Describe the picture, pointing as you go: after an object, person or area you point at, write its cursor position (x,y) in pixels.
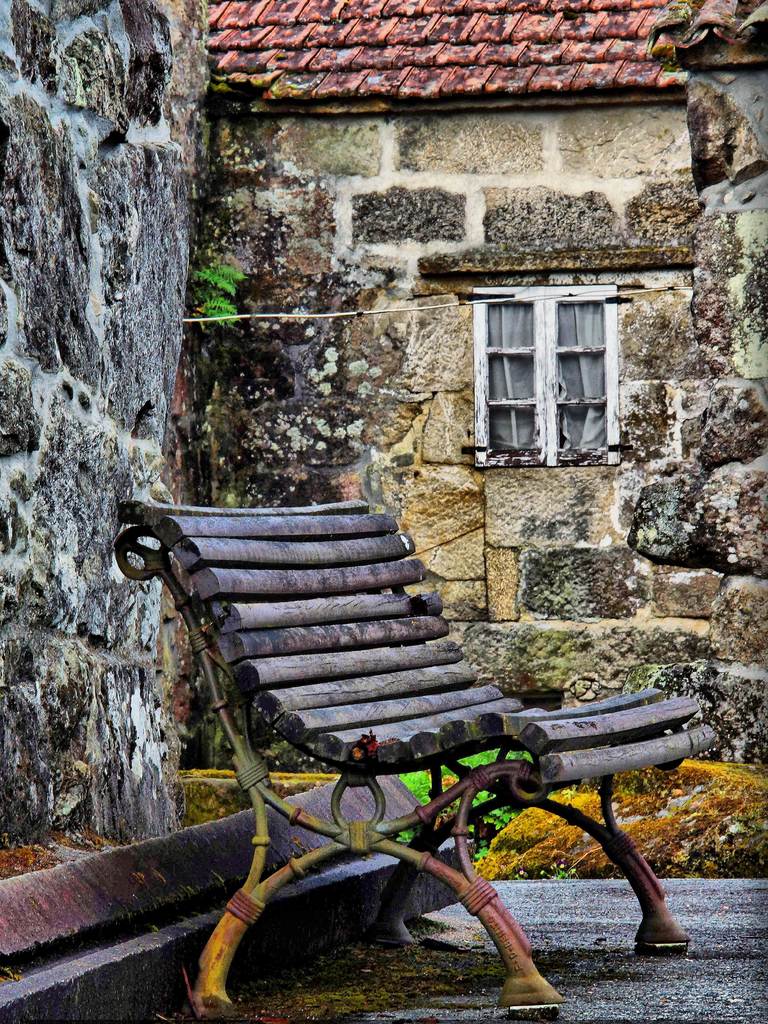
Here we can see bench (439,864) on the surface (460,930). Background (740,235) we can see wall (619,206), roof top (692,8) and window (481,448).
